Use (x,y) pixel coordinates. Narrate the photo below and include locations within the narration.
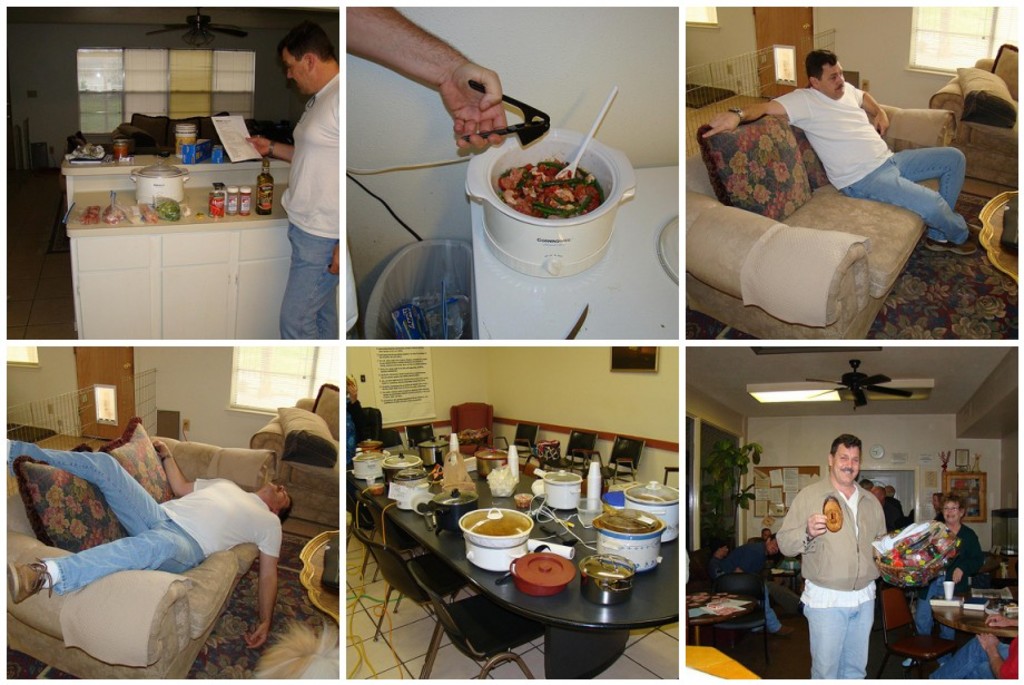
We can see collage picture. This person (329,241) standing and holding paper (237,137). This person (903,166) sitting on the couch (835,298). This person (858,483) holding things (917,562). This person (206,536) laying on couch (238,558). We can see table (466,568). On the table (584,545) we can see bowl (502,525), things (464,479). This is floor (455,660). We can see chairs (383,564).
